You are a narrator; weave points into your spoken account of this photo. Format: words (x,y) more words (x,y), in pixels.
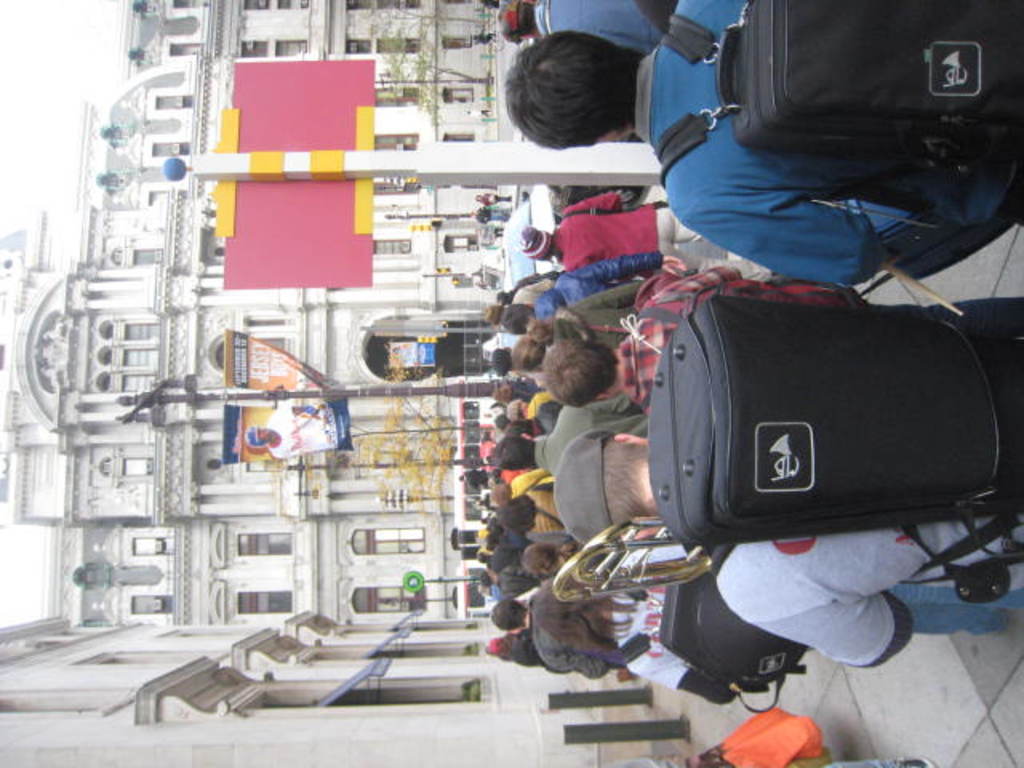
In the image we can see there are many people (536,535) and they are facing back, they are wearing clothes (658,658), some of them wearing caps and carrying bags (685,407). Here we can see footpath (873,696), poles (406,169), posters (296,437) and text (243,379) on the posters (267,363). Here we can see buildings (294,614) and windows (357,541) of the buildings (296,508). Here we can see trees (424,461) and the sky (18,28).
